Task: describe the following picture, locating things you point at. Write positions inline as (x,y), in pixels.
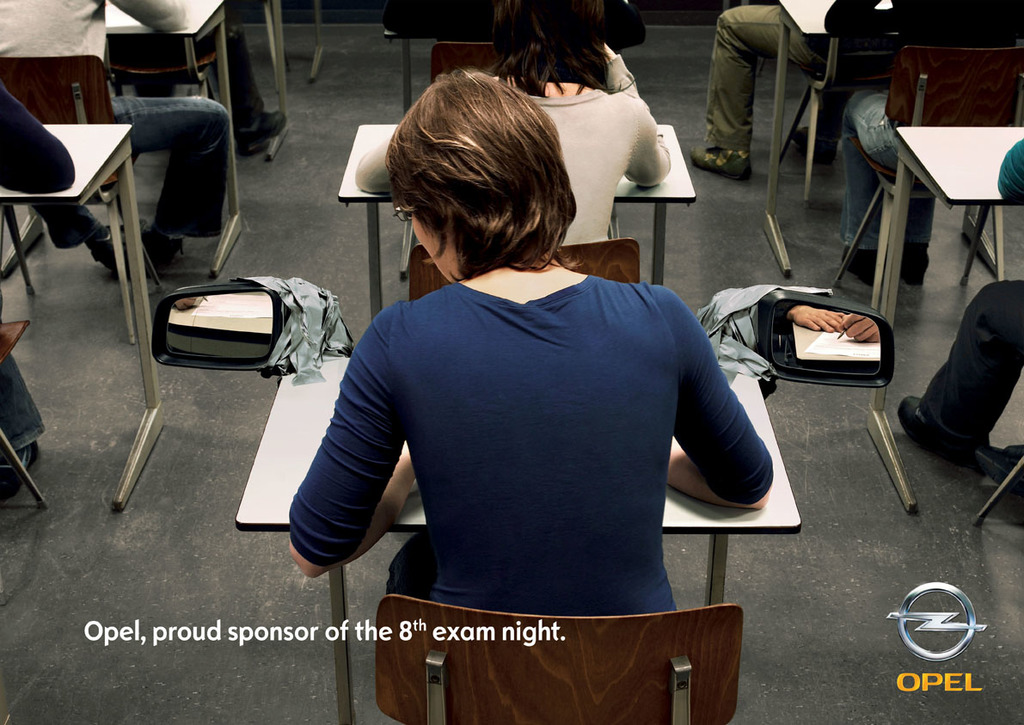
The image consists of a lady (531,442) on chair (580,667) in front of desk (304,459), this seems to be a classroom (183,216), At the right side (957,624) bottom of the image (933,606) opel logo (943,625) is there.
